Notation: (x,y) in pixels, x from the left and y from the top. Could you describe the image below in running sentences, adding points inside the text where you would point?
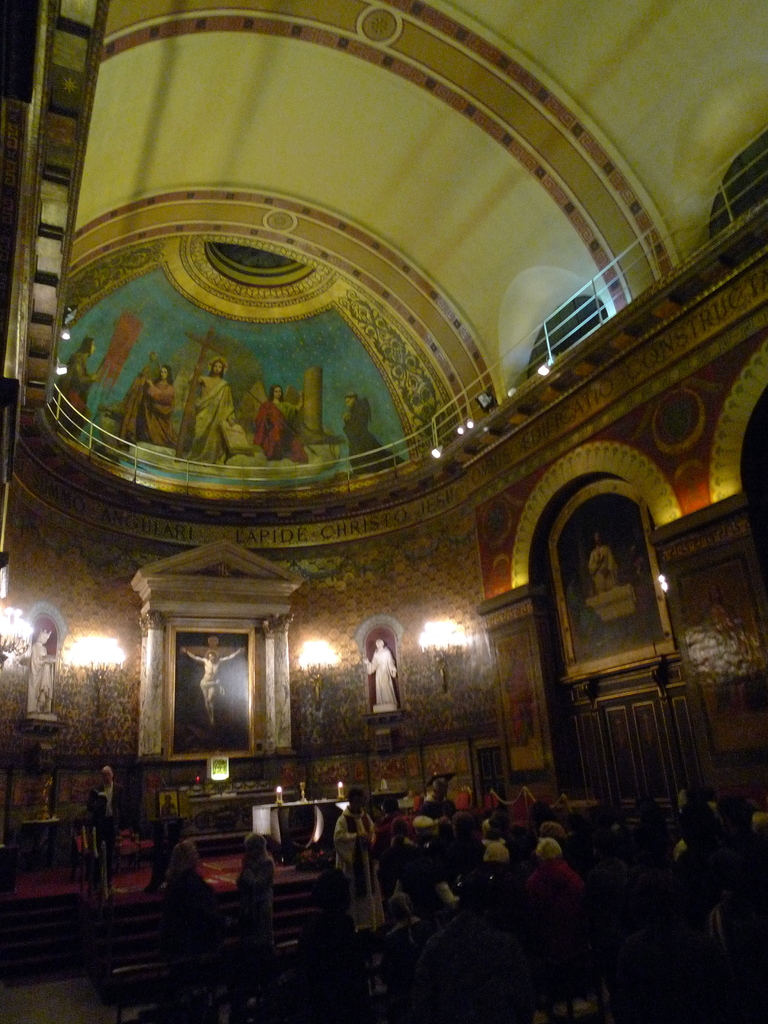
In this picture we can see group of persons (494,900) were sitting on the bench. This picture is the inside view of the church (324,726). At the top (435,80) we can see the roof (494,199), beside that we can see the painting (277,348) of a person's (361,423) near to the dome (173,479). On the right (665,590) we can see some lights (325,656).
